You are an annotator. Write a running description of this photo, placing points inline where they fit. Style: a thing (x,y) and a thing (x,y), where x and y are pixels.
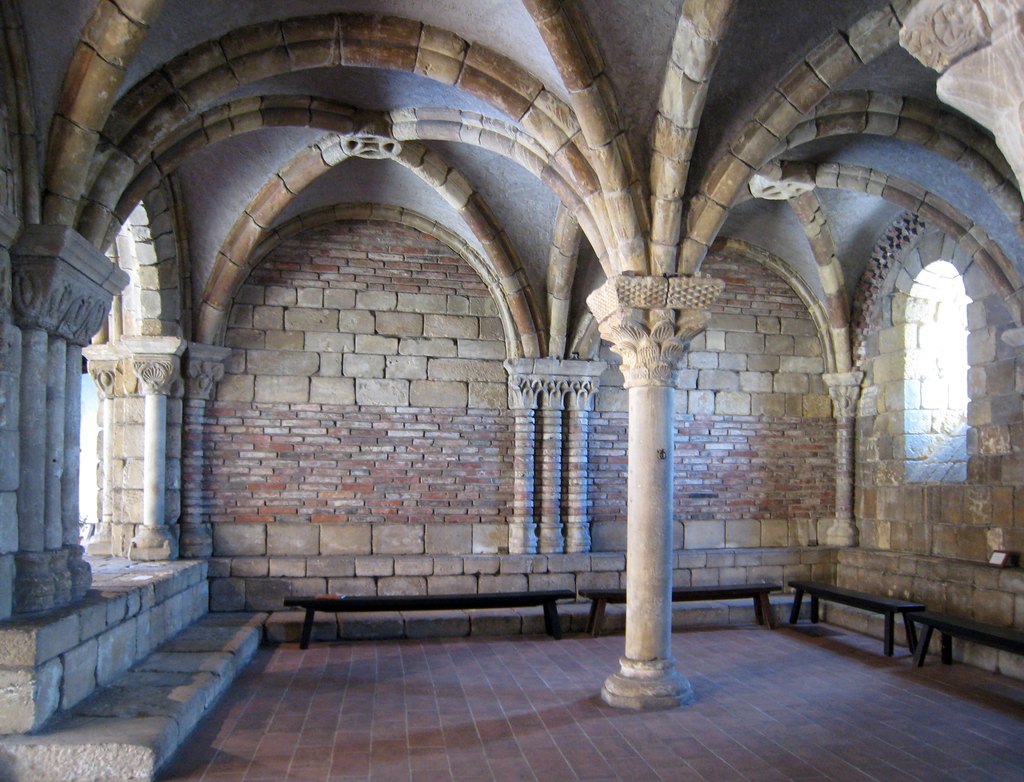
In this picture I can see inside view of the monument (612,387). At the bottom (535,604) I can see four benches (902,611) which are placed near to the wall (877,551). In the center (624,364) I can see the pillar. On the right (933,413) and left side I can see the window (967,455) and stairs (104,628).
